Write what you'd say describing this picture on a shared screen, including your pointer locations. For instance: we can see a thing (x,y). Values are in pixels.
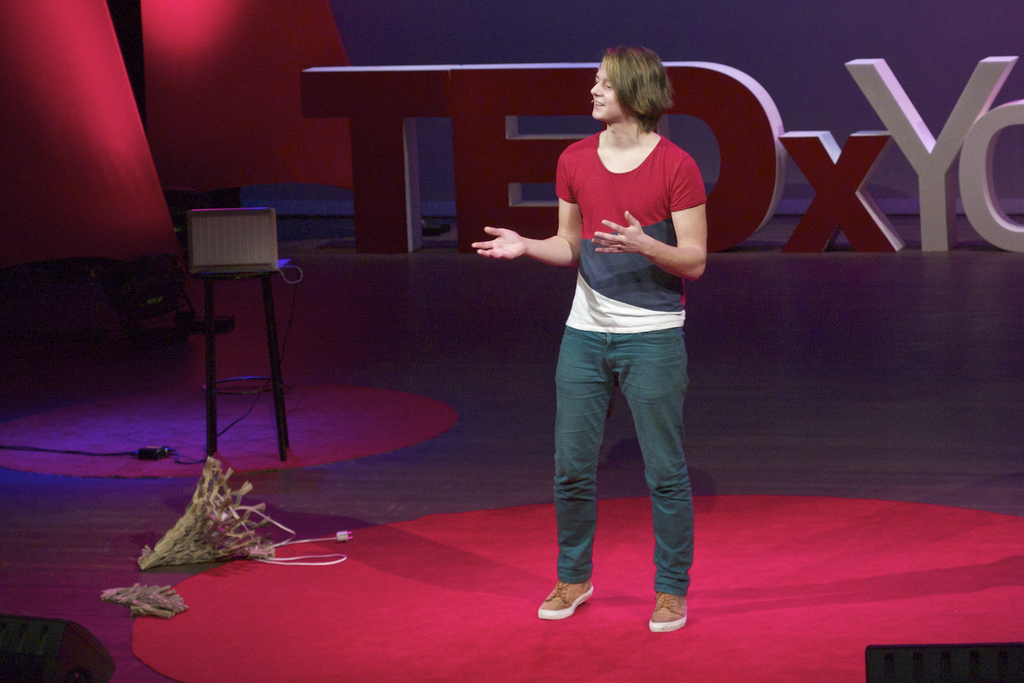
In this image I can see a person (659,365) standing on the stage (426,480), beside him there is a bouquet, laptop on the table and some text (375,171) at the back (385,183).
